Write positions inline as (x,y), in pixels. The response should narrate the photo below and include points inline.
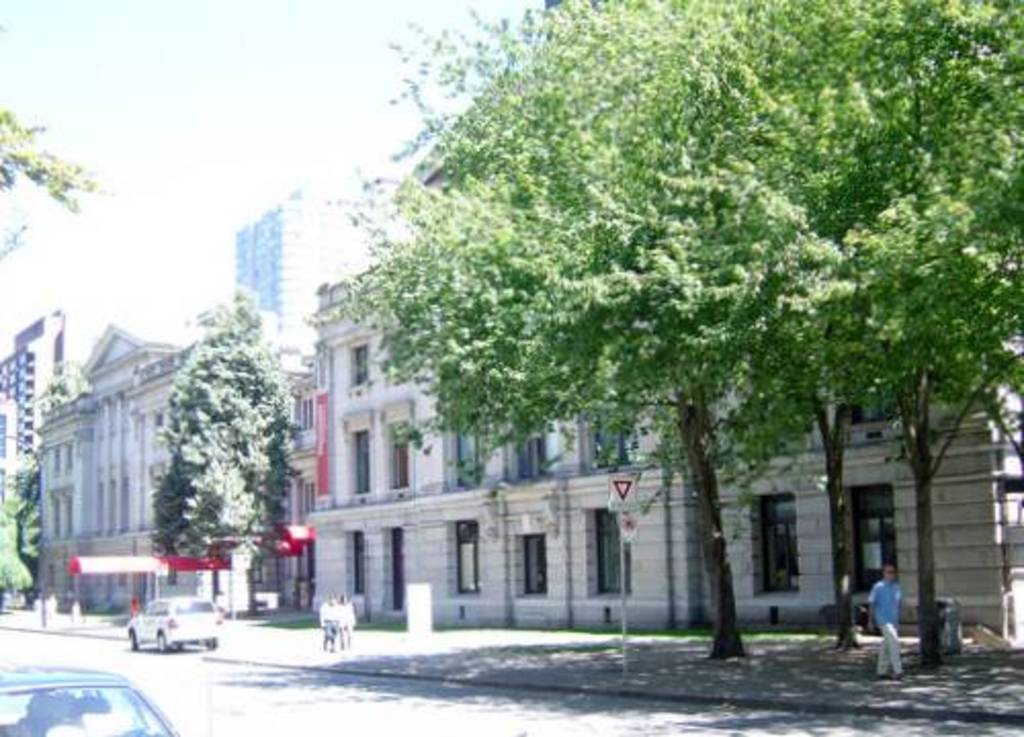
In this picture I can observe buildings (353,435) in the middle of the picture (374,449). In front of the buildings (157,421) there are trees (249,448). In the bottom of the picture (216,673) I can observe road (239,681). In the background (226,117) there is sky (239,87).
